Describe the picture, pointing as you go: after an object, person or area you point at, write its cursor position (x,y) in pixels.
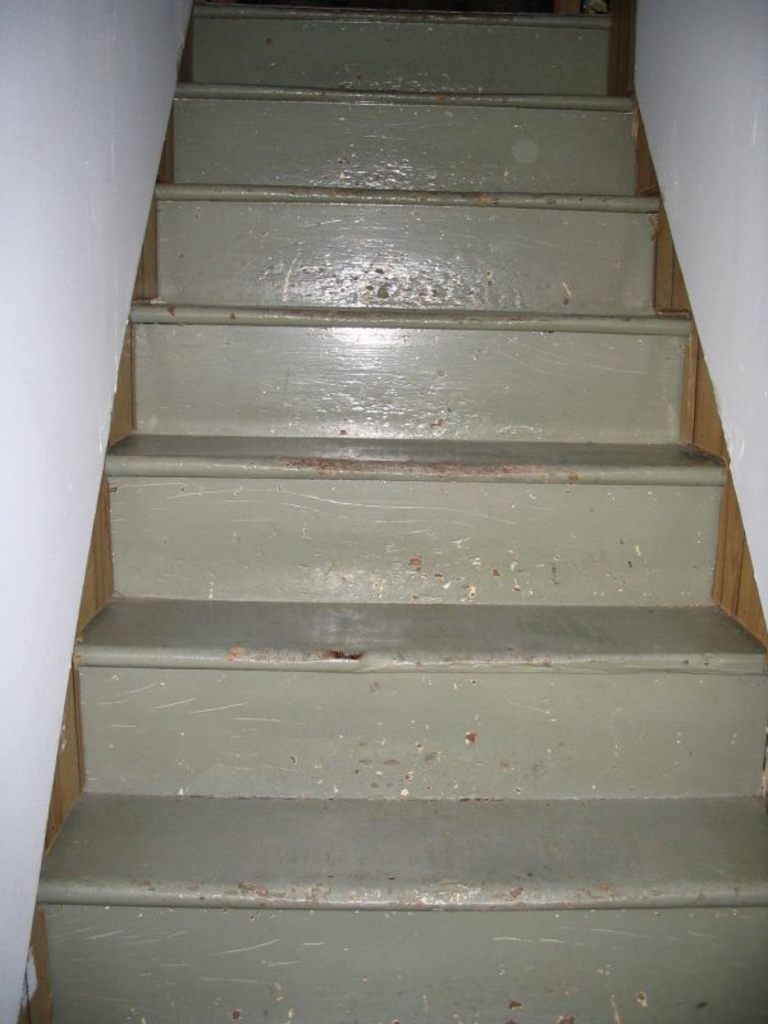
This is a zoomed in picture. In the center (491,619) we can see the stairs (421,362). On the right (652,84) and on the left (65,198) we can see the white color walls (725,173).
